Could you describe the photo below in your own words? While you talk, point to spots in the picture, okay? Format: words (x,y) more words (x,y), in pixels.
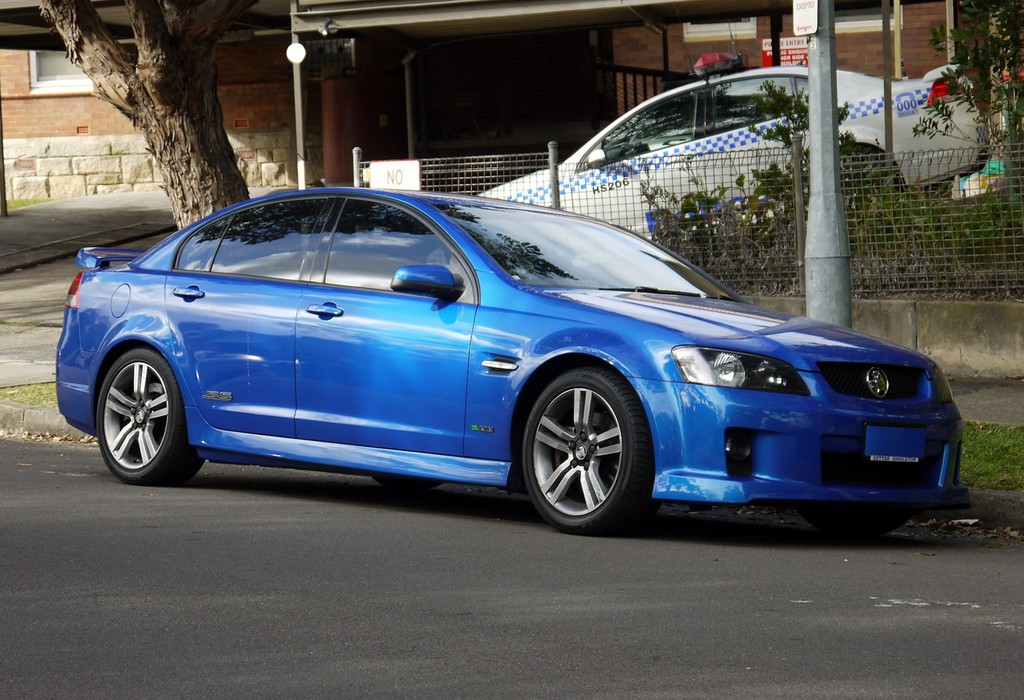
In front of the image there is a car (444,340) on the road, beside the car (714,418) on the pavement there is a lamp post (808,284) with a sign board (817,0) on it, behind that there is a mesh fence (797,199) with metal rods (357,177) and a board (403,184) on it, beside the mesh fence (701,216) there are trees (750,196), a car (703,175), a building (555,91) with metal rod fence (636,101), on the building (672,80) there are sign boards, in front of the building (107,137) there is a tree (178,113) and there are metal rods (298,100) on the shed (308,29).
